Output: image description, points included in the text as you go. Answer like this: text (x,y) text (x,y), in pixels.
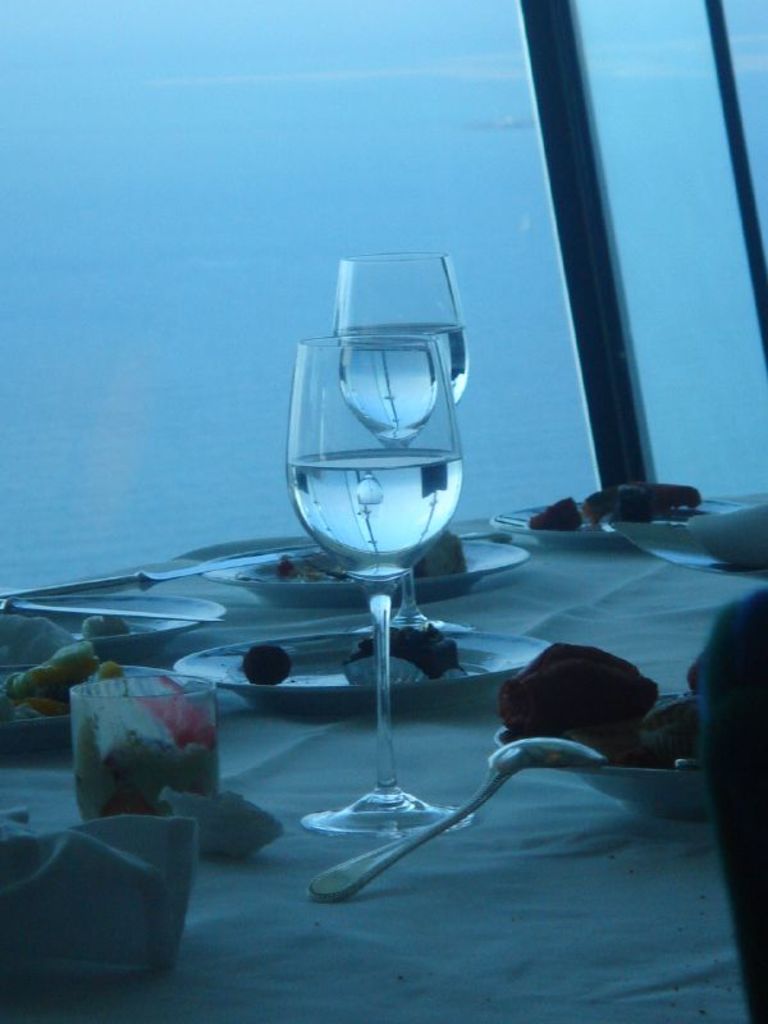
In this image we can see a table (572,916) cover with cloth (672,584), there are few plates (239,700) and bowls (634,798) with food items (87,653), there are knives (145,614), spoon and there are glasses (409,510) with water (378,471) on the table (423,868) and it looks like an ocean (527,240) in the background (290,343).
